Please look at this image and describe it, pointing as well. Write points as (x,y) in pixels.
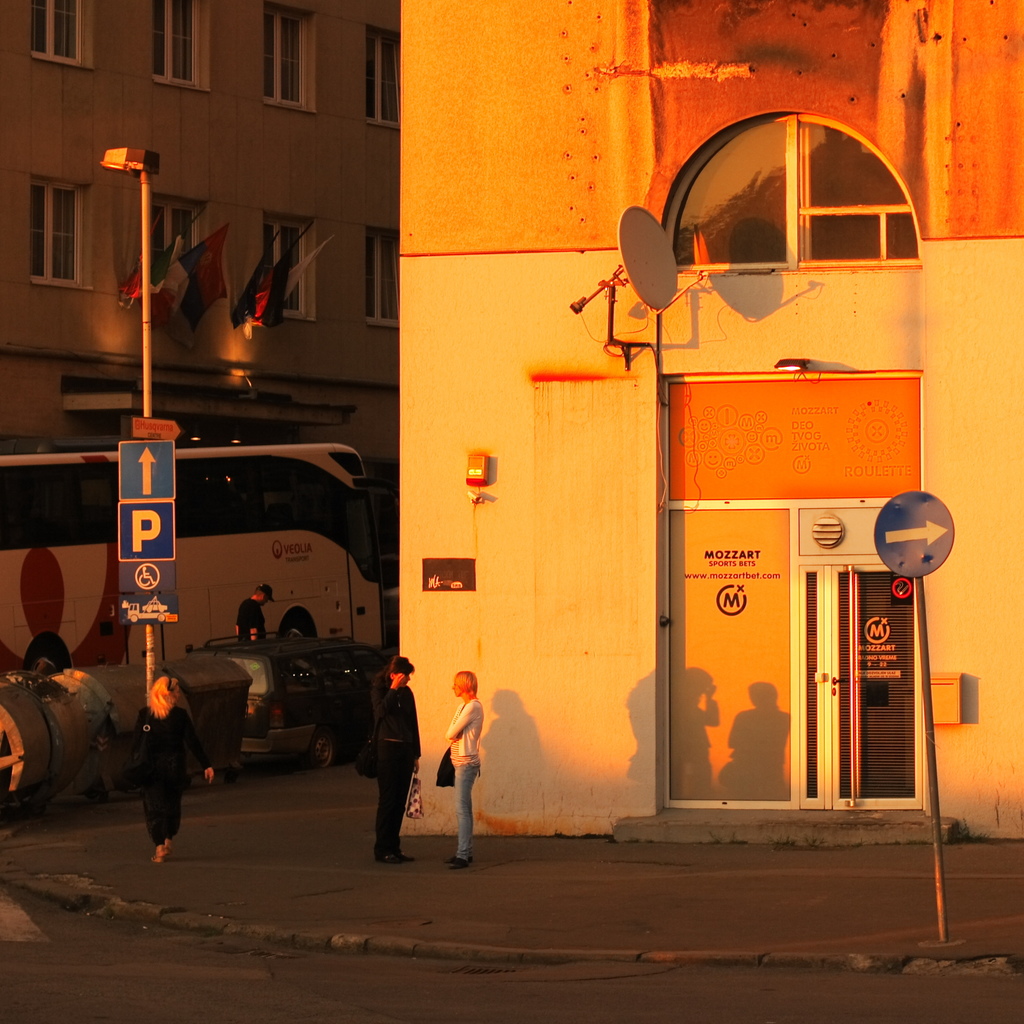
In the image we can see there are people (395,733) standing and some of them are walking. They are wearing clothes (401,697) and some of them are wearing caps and shoes (457,858). Here we can see the pole (928,670), instruction board (884,531) and the flags (183,306). We can even see there are buildings (430,184) and these are the windows (293,42) of the buildings (262,90). There are even vehicles (105,555) on the road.
